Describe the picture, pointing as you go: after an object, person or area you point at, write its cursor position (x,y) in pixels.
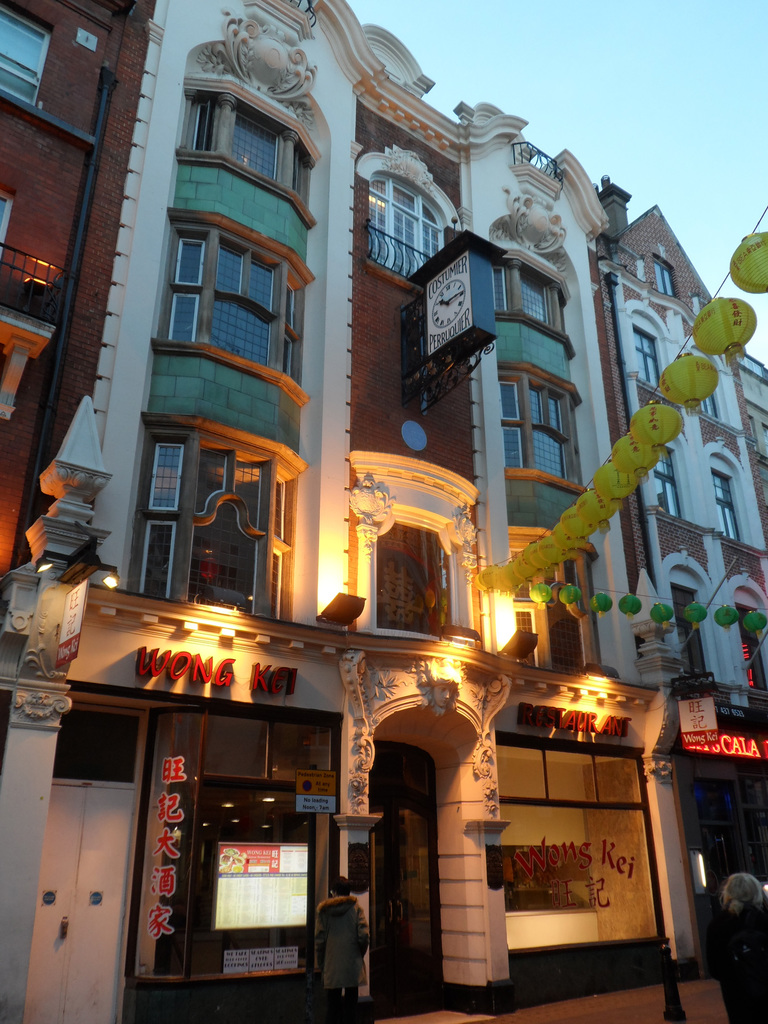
In this image we can see the buildings (406,546), lights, lanterns (740,333) and also the clock board (460,288). We can also see the sky (584,96). At the bottom (752,893) we can see the people (715,944) and also the path (626,992).
